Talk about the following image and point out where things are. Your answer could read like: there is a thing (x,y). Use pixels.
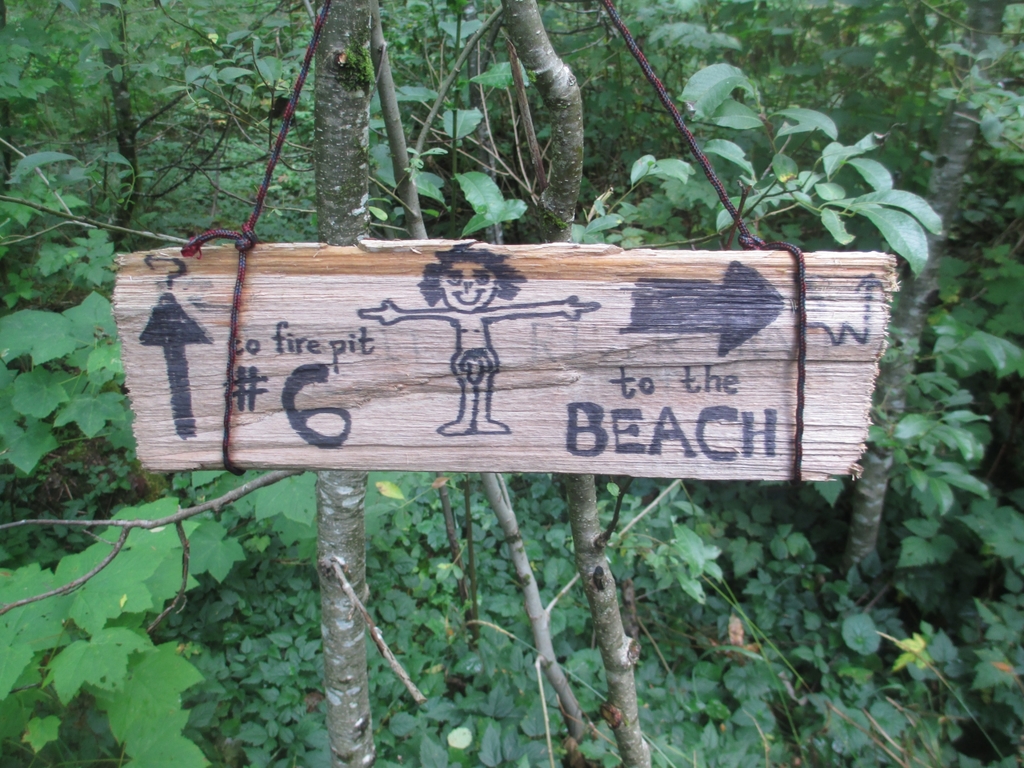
In the image we can see there is a wooden plank (594,294) on which drawings (453,366) are done and it is hanged on the tree (510,3). Behind there are lot of trees (222,473).
